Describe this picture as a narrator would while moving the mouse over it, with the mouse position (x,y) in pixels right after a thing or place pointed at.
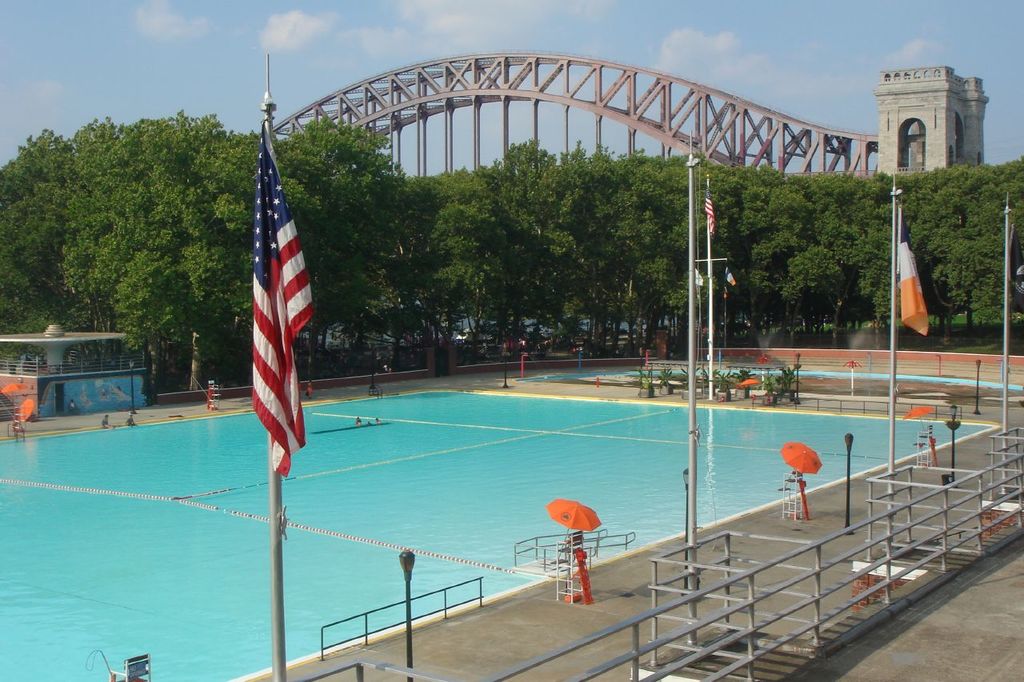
In this image we can see some flags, water (96,438), plants (778,384) and other objects (790,507). In the background of the image (487,247) there are trees (626,196), bridge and other objects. At the top of the image (990,2) there is the sky (948,35). At the bottom of the image (756,631) there is the railing (905,494), poles (1006,427) and other objects (883,569).
